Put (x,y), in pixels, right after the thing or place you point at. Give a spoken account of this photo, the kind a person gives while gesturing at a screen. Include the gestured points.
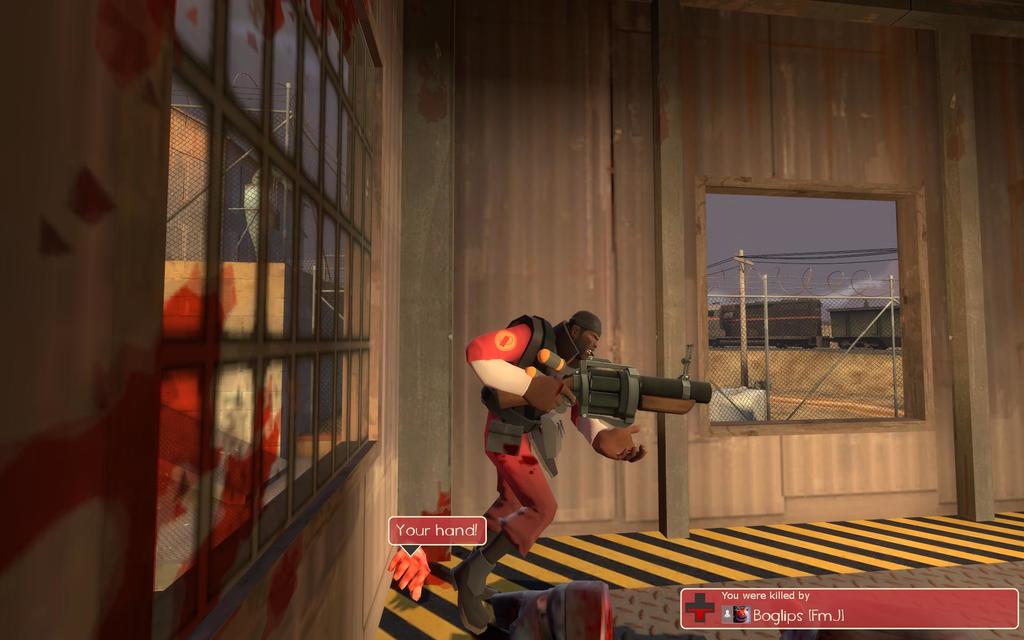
This image is an animated image. In the background (499,278) there is a wooden wall (584,271) with windows (296,308). Through the window (811,351) we can see there is a train (768,315) and there are two poles (766,328) with a few wires (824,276). There is a net (791,379). There is the sky (723,224). At the bottom of the image (755,608) there is a text (792,620). In the middle of the image (513,406) a man (496,560) is standing and he is holding a gun (573,389) in his hands (557,388).
